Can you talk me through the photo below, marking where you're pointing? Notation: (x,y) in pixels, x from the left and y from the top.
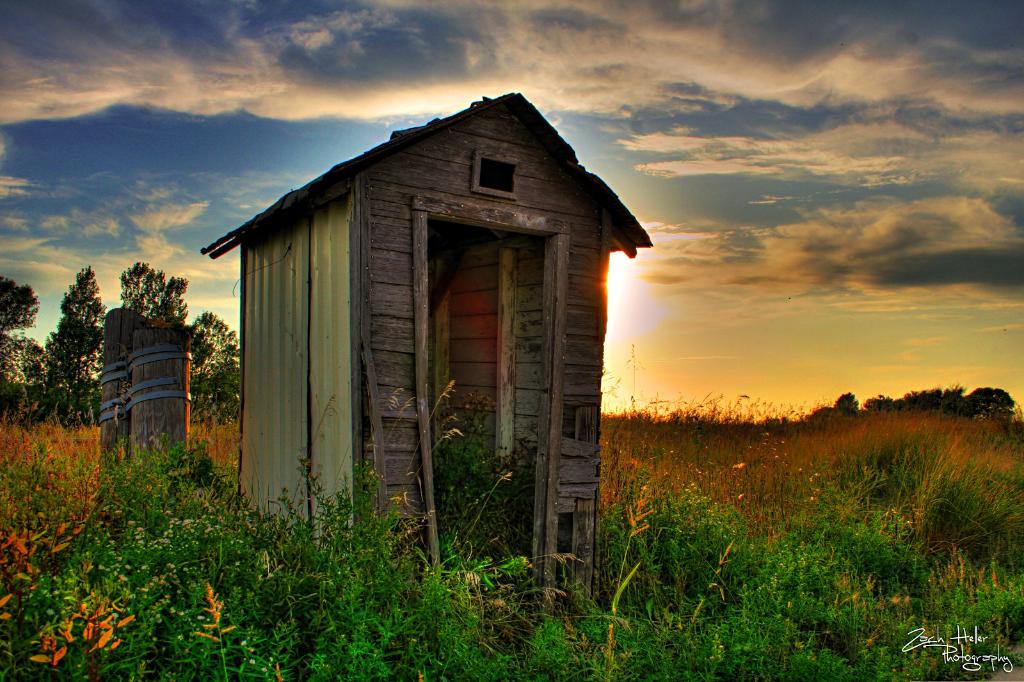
In this picture we can see a shed (511,348), plants (337,501), wooden logs (152,361) and trees (23,312). In the background (239,104) we can see the sky (224,138) with clouds (825,263). At the bottom right corner of this picture (957,640) we can see some text (962,634).
